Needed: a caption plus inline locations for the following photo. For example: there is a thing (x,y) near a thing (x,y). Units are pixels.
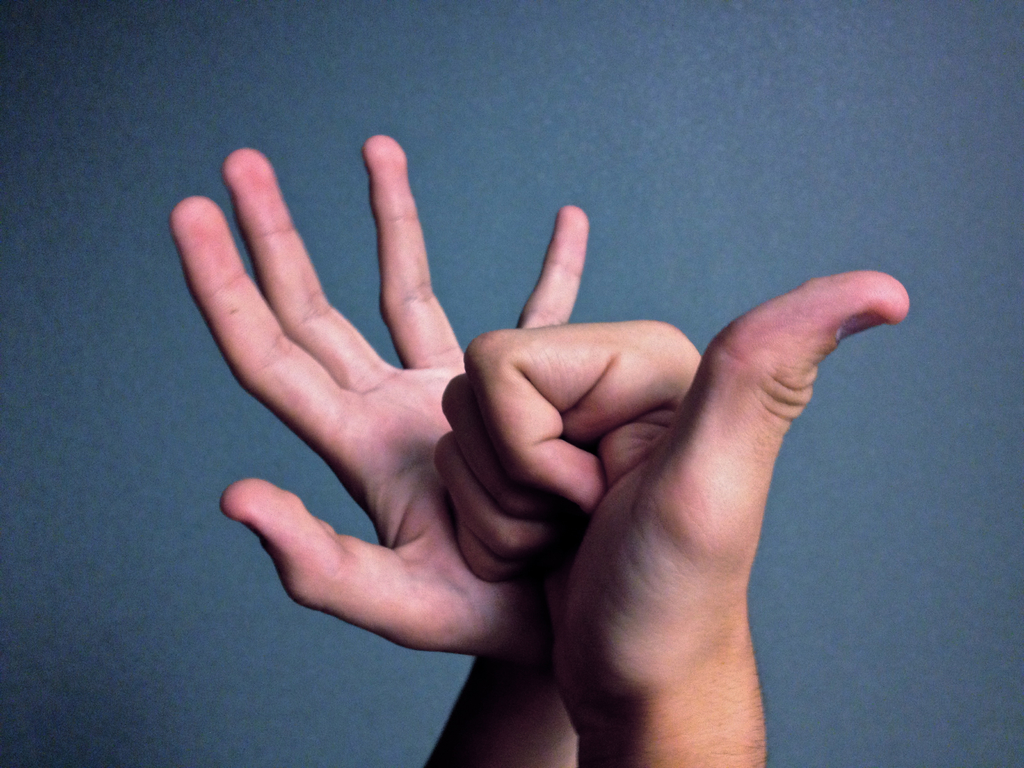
In this picture there are hands (472,586) of a person (637,528). At the back (160,206) it looks like a wall (1002,496).
